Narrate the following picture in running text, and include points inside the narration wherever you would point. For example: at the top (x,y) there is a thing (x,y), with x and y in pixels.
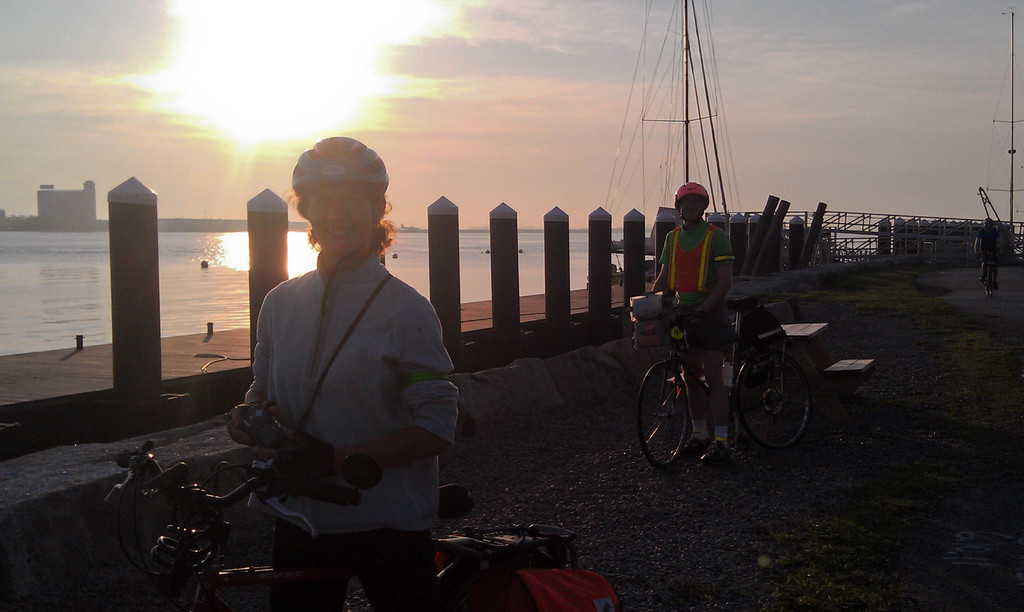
In this image I can see two people (329,521) with the bicycles (646,457). In the background (184,240) there is a water (205,241) and the sky (398,113).
